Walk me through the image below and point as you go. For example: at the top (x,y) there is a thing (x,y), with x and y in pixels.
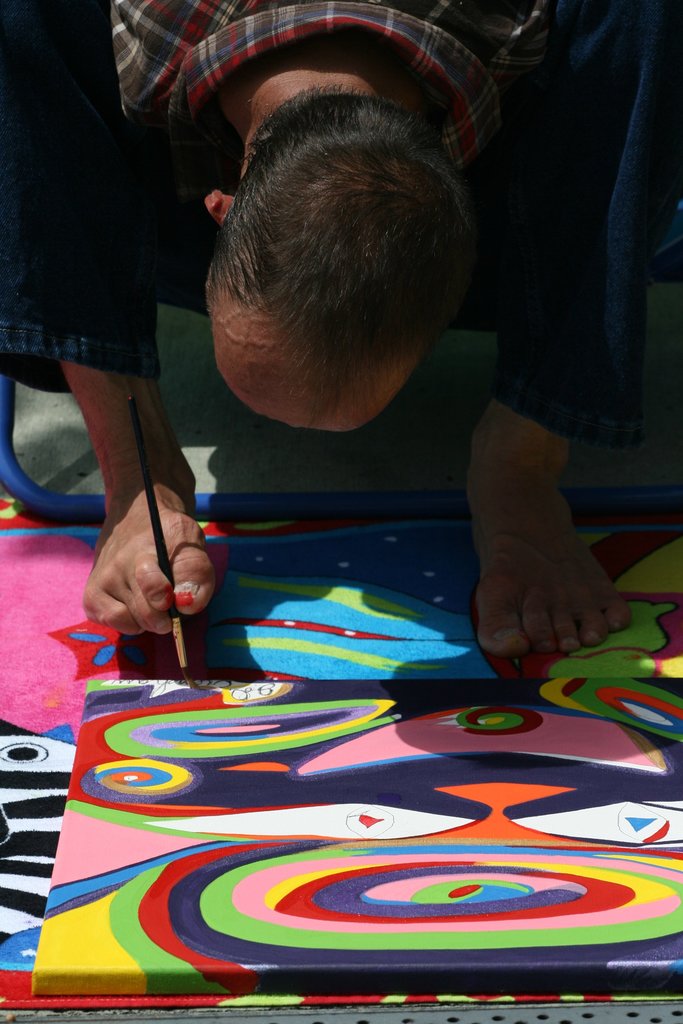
In this image there is a person (122,566) holding the brush (186,664) with his leg (186,554) and he is painting on the board (332,848).
